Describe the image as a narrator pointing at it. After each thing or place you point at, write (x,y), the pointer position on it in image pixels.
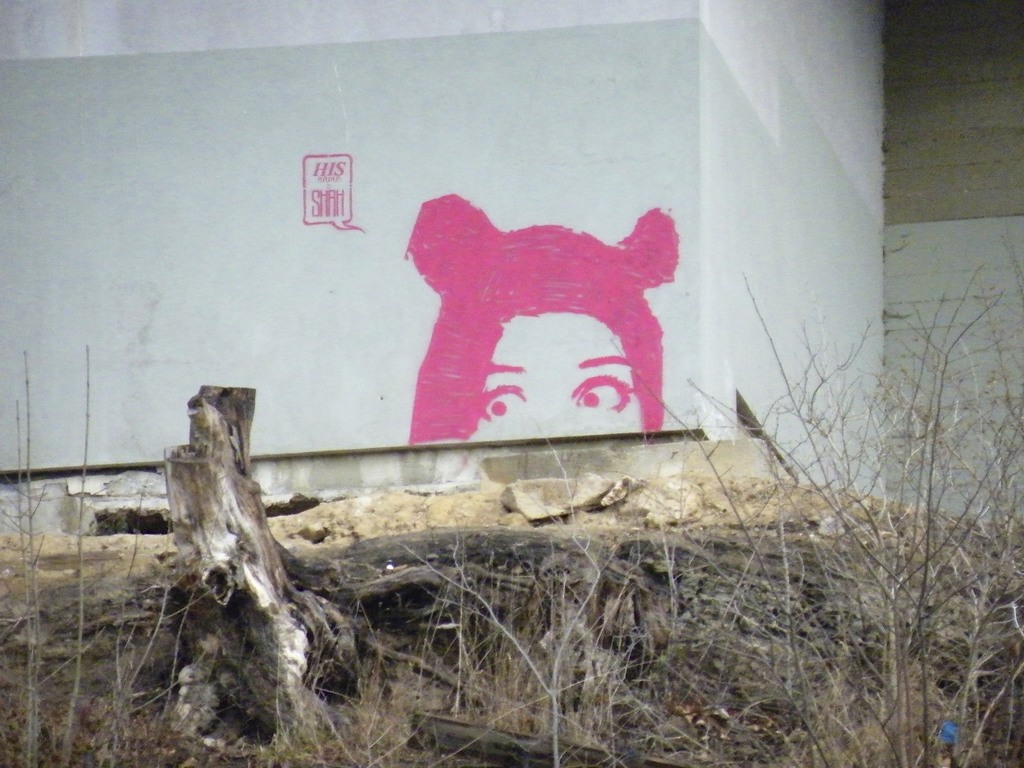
In the foreground of this image (884,618), there are plants (703,691) without leaves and a tree trunk (276,559). In the background (437,279), there are few paintings (336,192) on the wall (690,202).
